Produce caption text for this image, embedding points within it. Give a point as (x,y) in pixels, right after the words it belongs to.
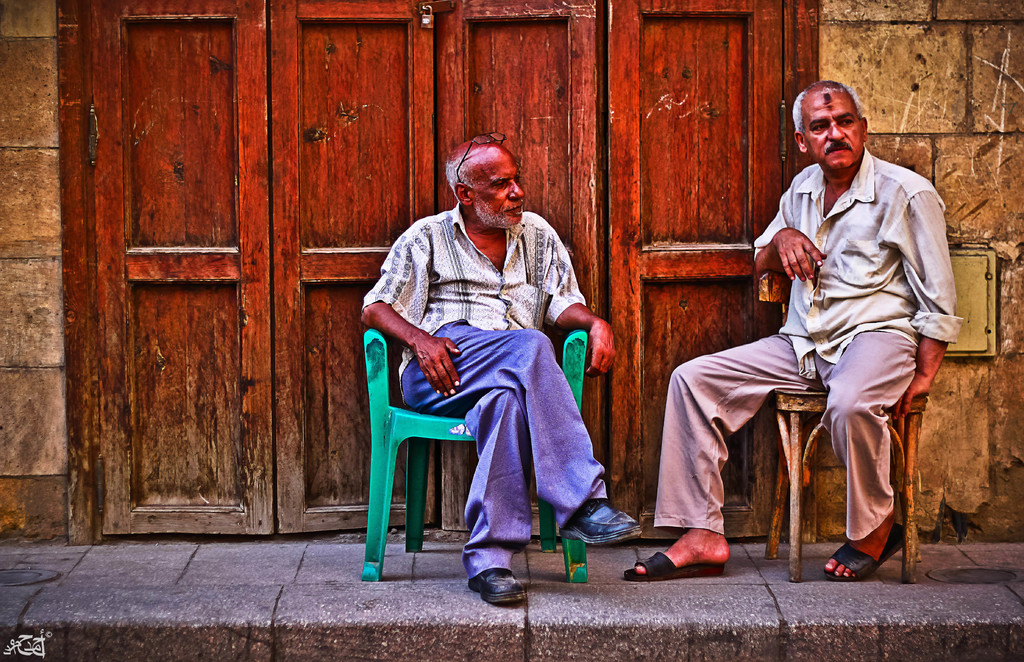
The man (553,236) in the middle of the picture (478,231) wearing a white shirt (536,299) and blue pant (526,392) is sitting on the green chair (389,394). Beside him, we see a man (898,249) in the white shirt (859,288) is sitting on the wooden chair (815,404). Behind them, we see a wooden door (658,113) and a wall (56,167) which is made up of stones (947,408). They are sitting on the pavement (218,590).
